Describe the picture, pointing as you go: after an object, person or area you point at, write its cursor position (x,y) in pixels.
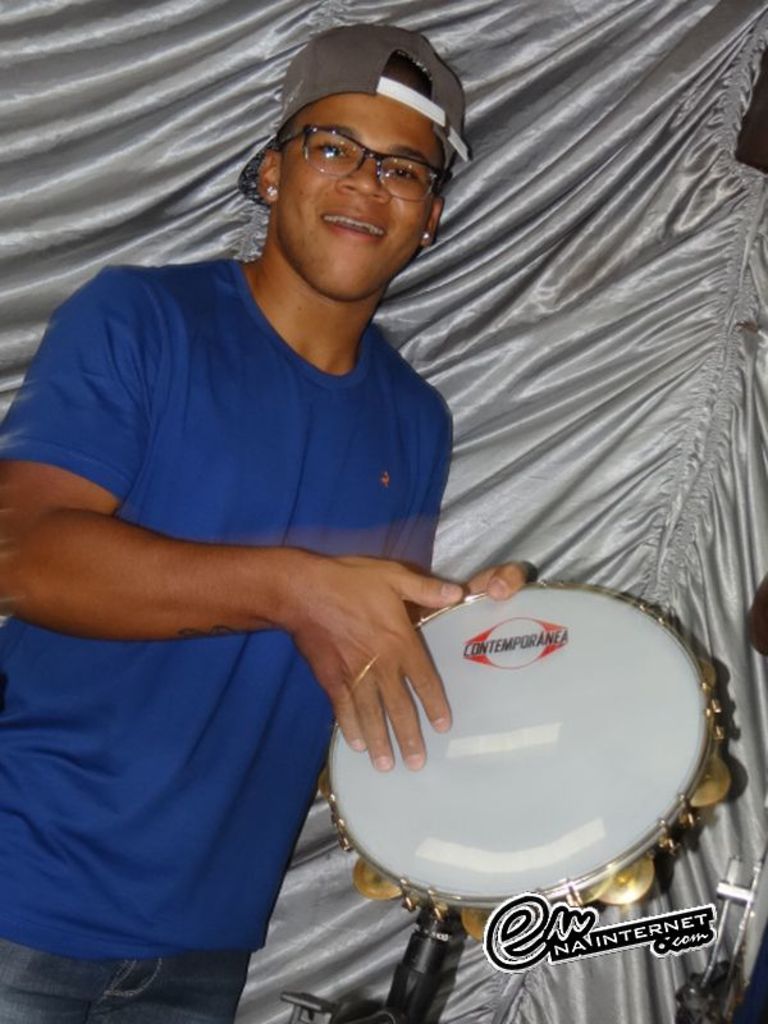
Here is the man (208,569) standing and playing tambourine (464,662). He wore blue T-shirt (248,464), trouser (145,982), spectacles (332,147) and cap (428,115) on his head (322,110). At background (522,250) I can see a silver color cloth (596,216) hanging. This looks like an object (401,997) which is black in color.
